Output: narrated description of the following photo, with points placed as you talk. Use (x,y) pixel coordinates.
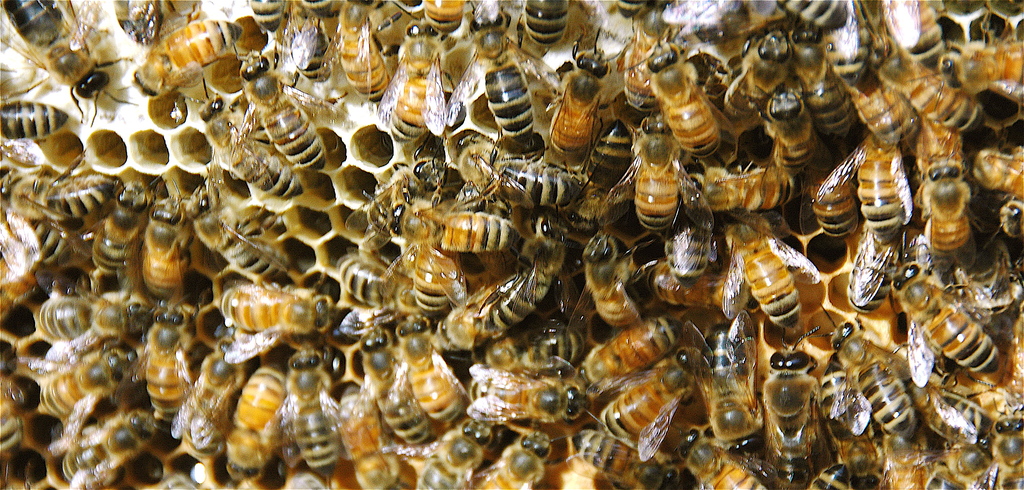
Here in this picture we can see a bee hive (301,73) with number of honey bees (241,370) present on it over there.
